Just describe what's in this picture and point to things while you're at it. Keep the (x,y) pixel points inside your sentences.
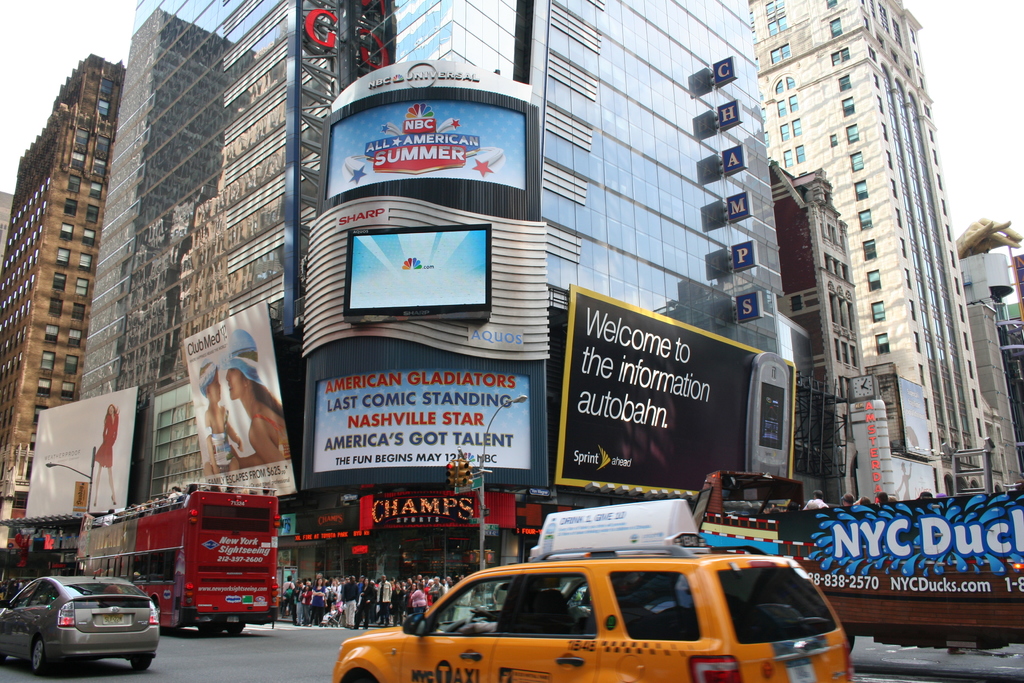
This is an outside view. Here I can see few vehicles (461,666) on the road (219,661). On the other side of the road (251,642) I can see few people (368,604) are standing on the footpath (290,618). In the background (923,300) there are few buildings (885,286). I can see few boards (250,366) and screens (350,303) are attached to the walls (553,269) of the buildings (548,258). On the top of the image (947,53) I can see the sky (951,50).
